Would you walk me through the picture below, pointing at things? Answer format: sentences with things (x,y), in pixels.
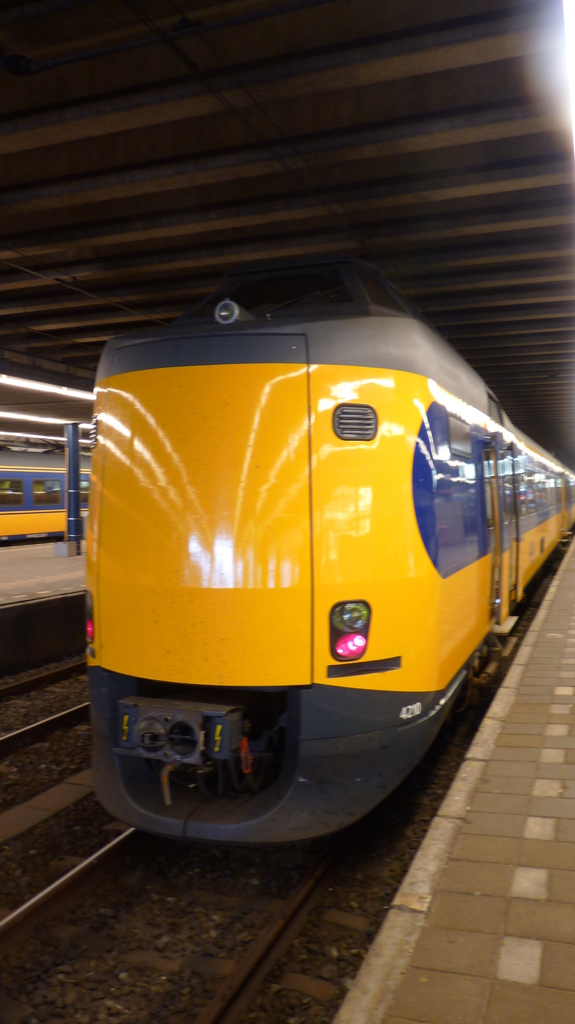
In this picture we can see a train (273,571), at the bottom (125,883) there is a railway track (162,912), we can see a platform (481,950) on the right side (526,960), in the background (29,414) there are some lights (22,414).
